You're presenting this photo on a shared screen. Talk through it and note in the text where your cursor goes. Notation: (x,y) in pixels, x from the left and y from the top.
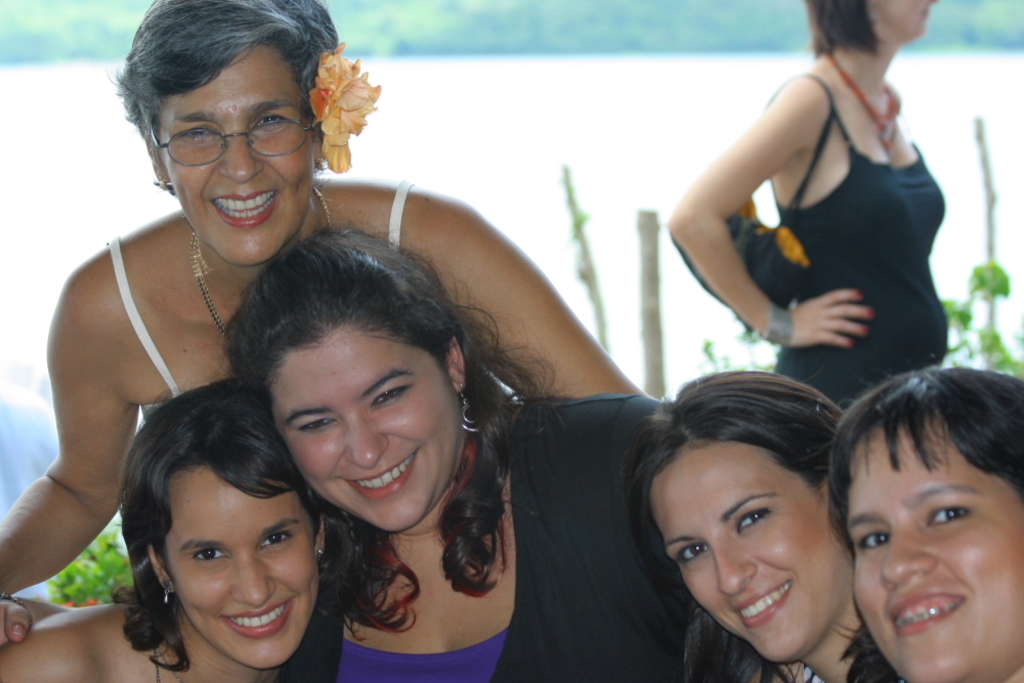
In this image I can see group of people (210,477), in front (589,560) the person (554,617) is wearing purple and black color dress (554,617). Background (921,233) I can see the other person (716,236) standing and the person (842,253) is wearing a black color bag (771,283) and I can see the water (953,253) and plants (985,279) in green color.
